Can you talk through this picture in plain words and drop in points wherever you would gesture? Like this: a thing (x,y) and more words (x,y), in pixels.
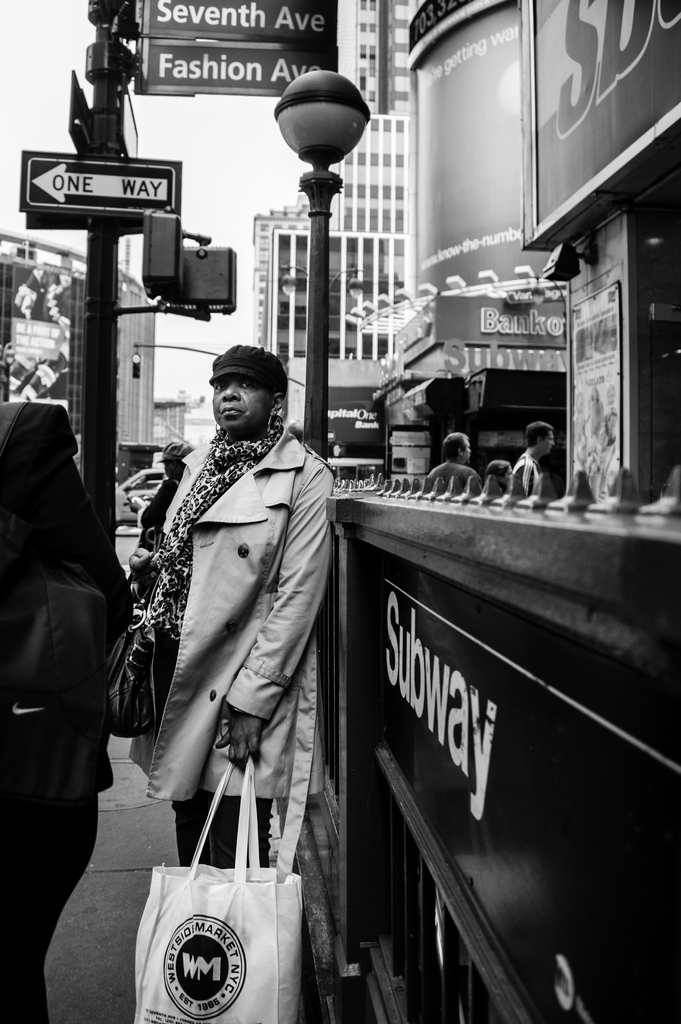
In this image I see a woman (236,710) who is standing and holding a bag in her hand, In the background (260,44) I see boards (270,9) on the pole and buildings (398,387) and few people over here.
